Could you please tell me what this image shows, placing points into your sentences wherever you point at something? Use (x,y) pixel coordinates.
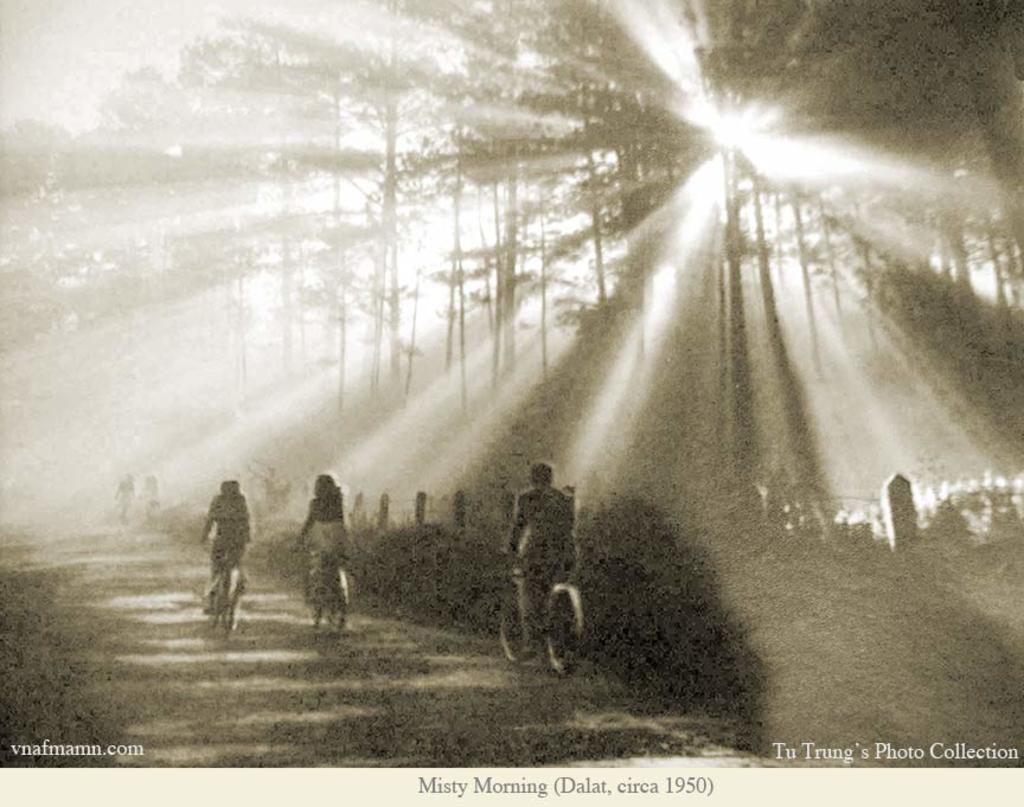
This is a black and white image. In this image we can see a group of people (324,530) riding bicycles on the pathway (392,683). We can also see a fence (906,543), plants (917,531) and a group of trees (719,394). On the bottom of the image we can see some text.
